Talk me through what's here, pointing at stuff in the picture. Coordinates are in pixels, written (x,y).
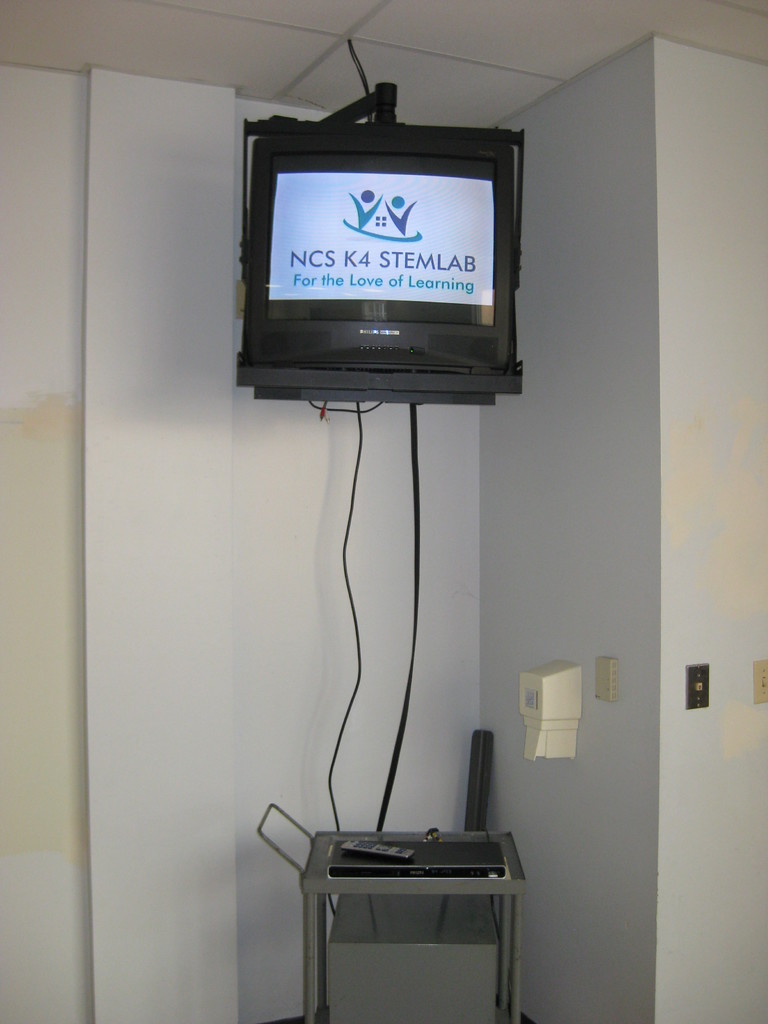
In this picture there is a television (301,208) in the center of the image (383,357) and there is a stool (395,839) at the bottom side of the image (340,833), on which there is a remote (387,851).
